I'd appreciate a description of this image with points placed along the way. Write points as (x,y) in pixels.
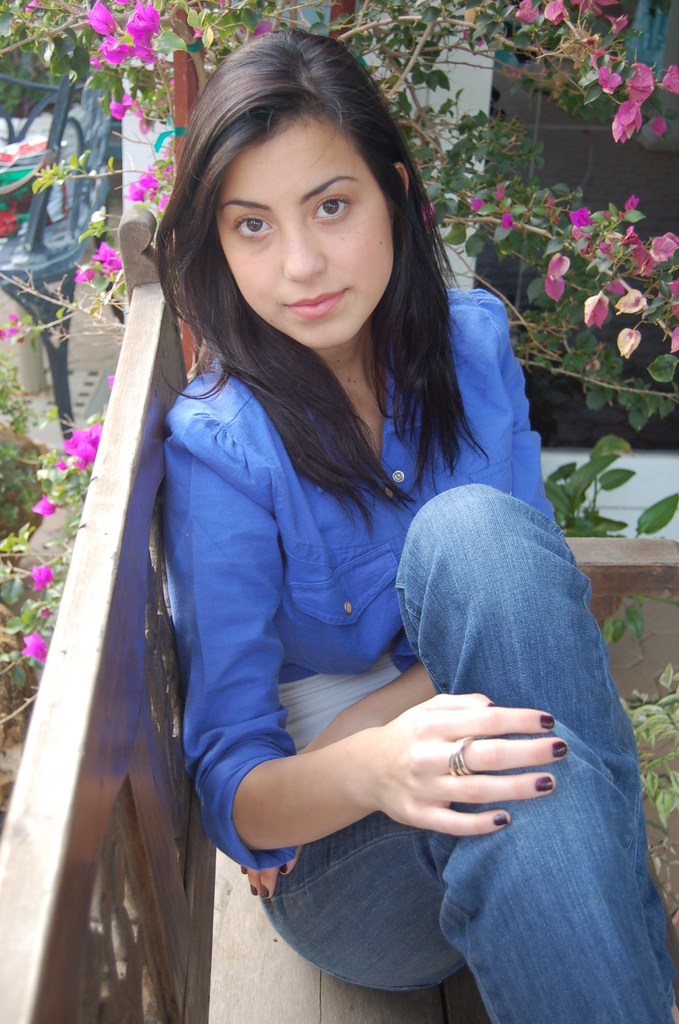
In this picture we can see a woman (283,621) sitting on a bench (88,886) and smiling. In the background (64,393) we can see a chair (53,245) on the floor (99,378), plants (634,299) with flowers (635,311) and some objects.
